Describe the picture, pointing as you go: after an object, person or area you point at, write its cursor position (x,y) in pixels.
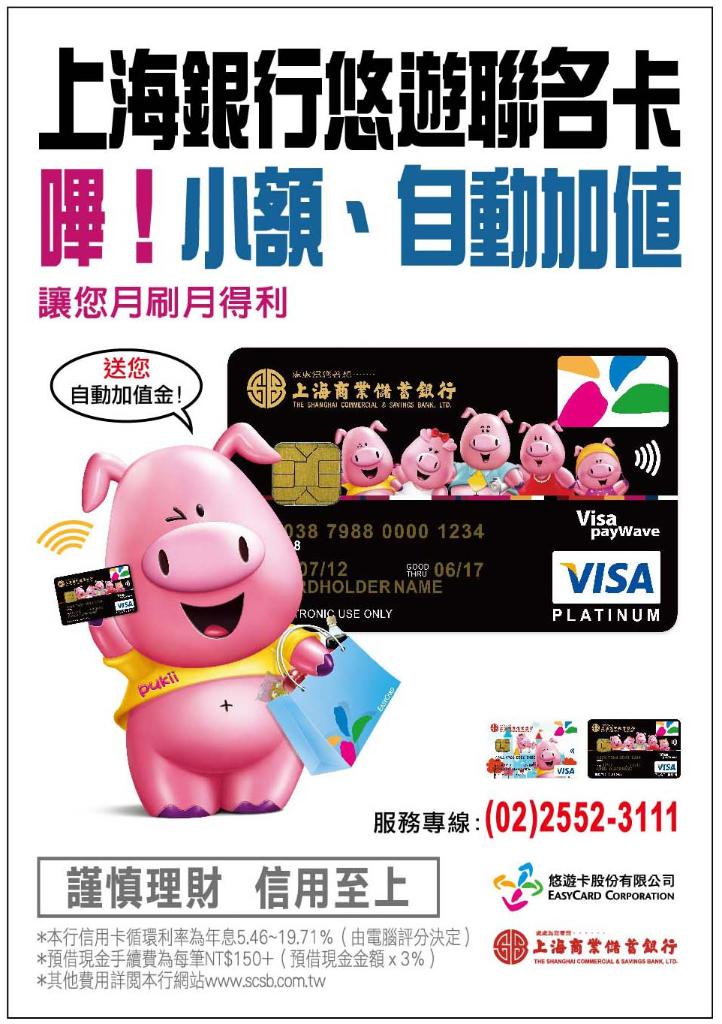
In this image I can see a poster (440,528) on which I can see a pig (239,573) which is pink in color holding a bag (357,681) and a card (128,611) and I can see a black colored card (413,452). I can see something is written on the poster (364,254).
